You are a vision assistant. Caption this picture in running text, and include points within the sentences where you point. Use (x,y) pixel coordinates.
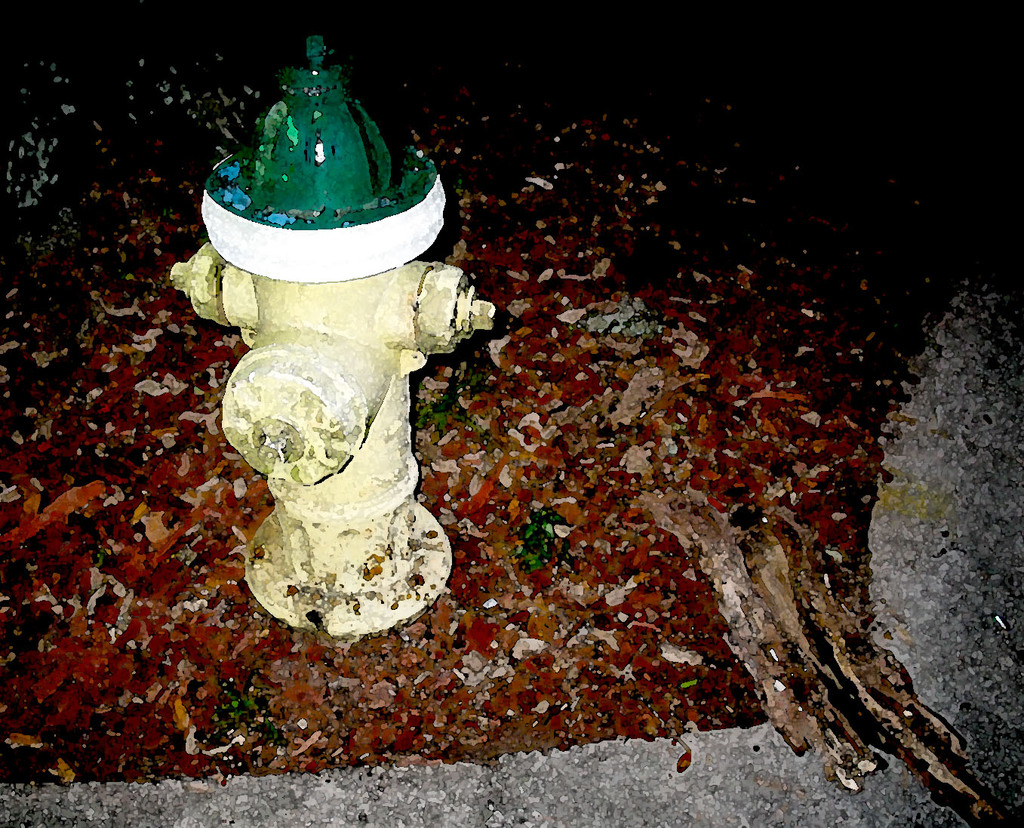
In this image we can see a fire hydrant (363,533) on the colorful surface (594,495).
